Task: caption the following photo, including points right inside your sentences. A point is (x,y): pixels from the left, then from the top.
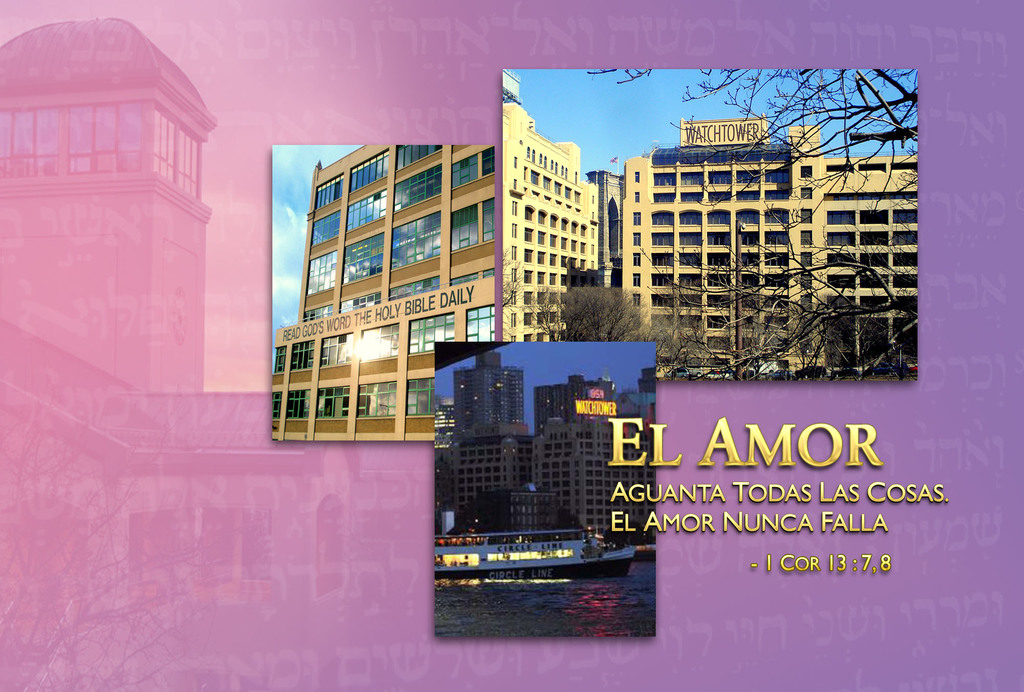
This is an edited image. In this picture, we see the buildings (569,255) and trees (864,204). We even see the water (548,586) and a boat (471,563). We see the boards (400,305) with some text (408,316) written. On the right side (793,562), we see some text (792,520) written. In the background (342,536), it is in violet or purple color.
